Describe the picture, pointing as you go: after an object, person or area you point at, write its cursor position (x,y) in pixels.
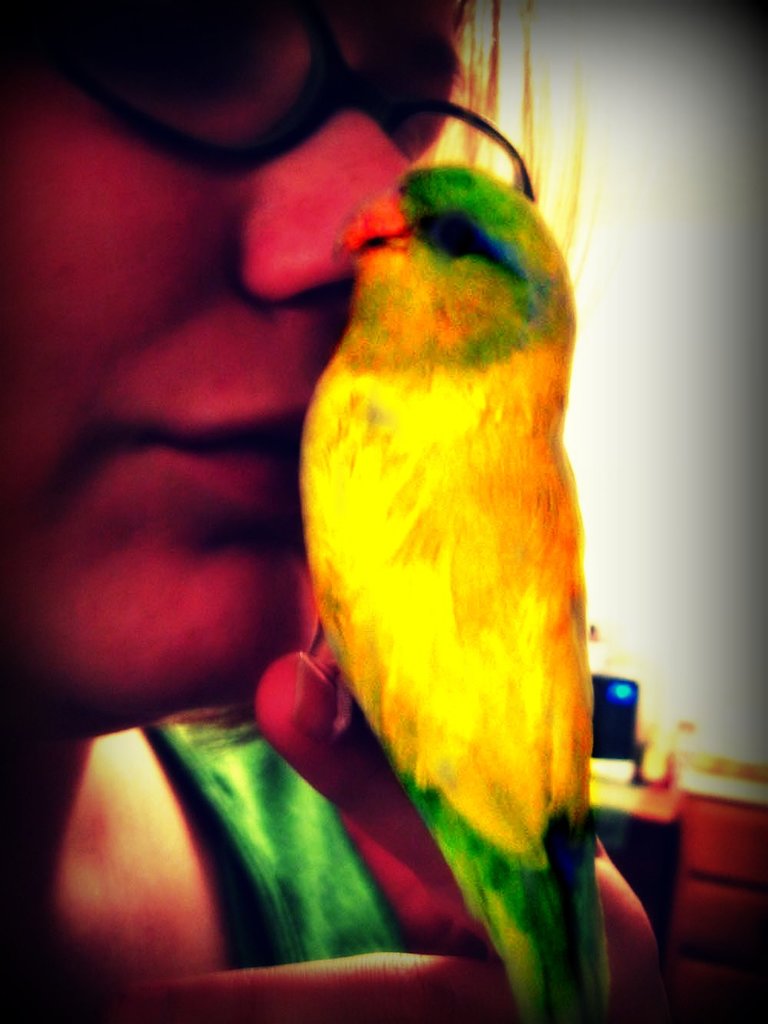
This picture shows a woman (161,645) holding a parrot (399,467) on the hand (451,997) and she wore spectacles (151,72) on her face (155,94) and the parrot (409,658) is yellow and green in color.
